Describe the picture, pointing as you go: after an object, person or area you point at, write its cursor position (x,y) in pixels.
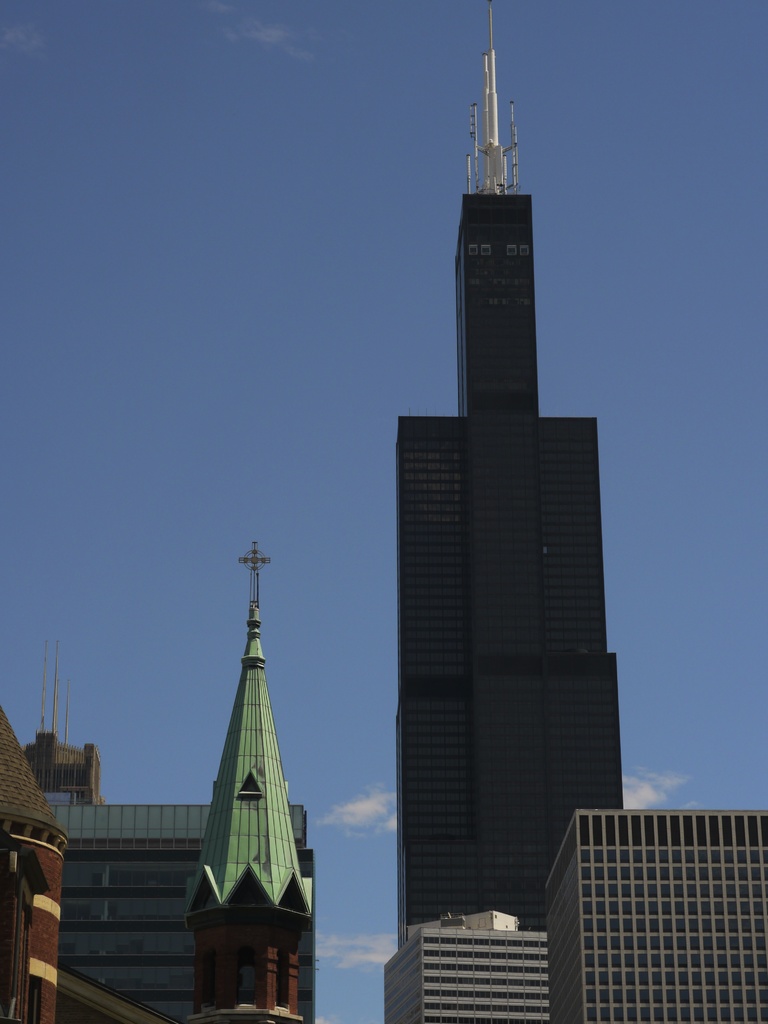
In this image we can see many buildings (439,815). On top of the building (461,348) there is a tower (470,178). On another building (241,847) there is a cross (258,584) on the top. In the background (296,315) there is sky (331,583) with clouds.
